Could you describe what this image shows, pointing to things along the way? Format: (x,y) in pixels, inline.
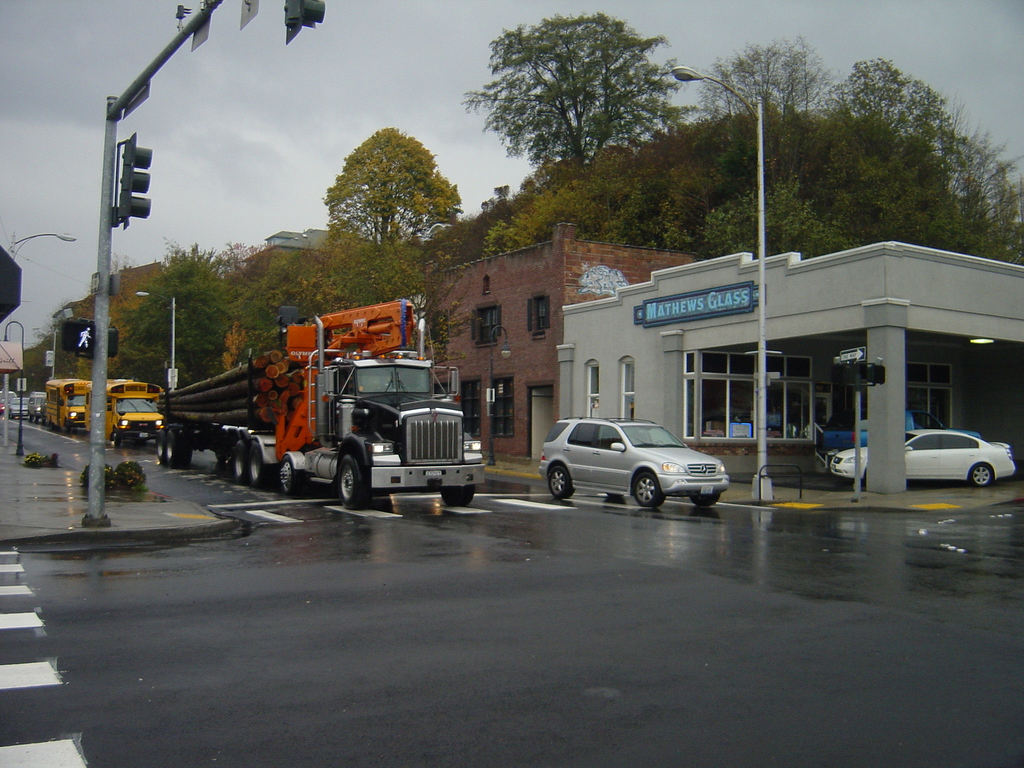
In the picture I can see trees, vehicles (410,454) on the road (393,626), traffic lights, street lights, buildings (612,402) and some other objects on the ground (282,557). In the background (200,113) I can see the sky (293,101).
